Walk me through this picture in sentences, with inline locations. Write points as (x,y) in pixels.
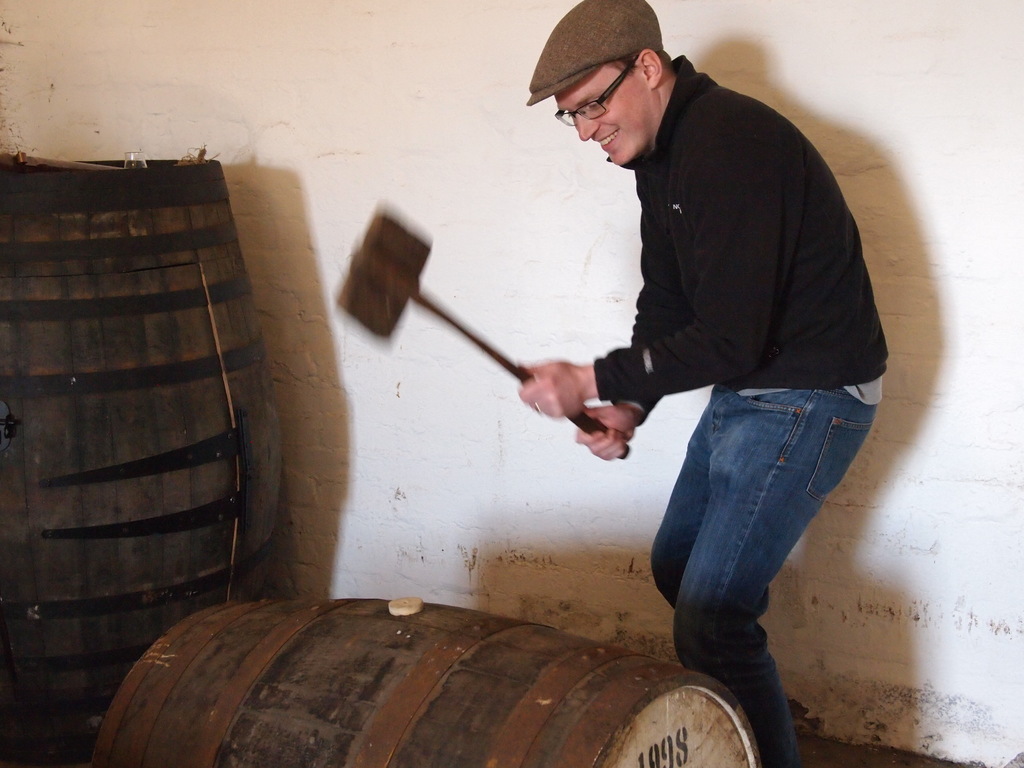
In the picture I can see a man (652,283) is holding a hammer (358,270) in hands (545,374). The man (645,330) is wearing a cap (609,34), spectacles (605,104), a black color jacket (724,304) and blue color jeans (736,576). I can also see barrels (265,676) on the ground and white color wall (265,305).
